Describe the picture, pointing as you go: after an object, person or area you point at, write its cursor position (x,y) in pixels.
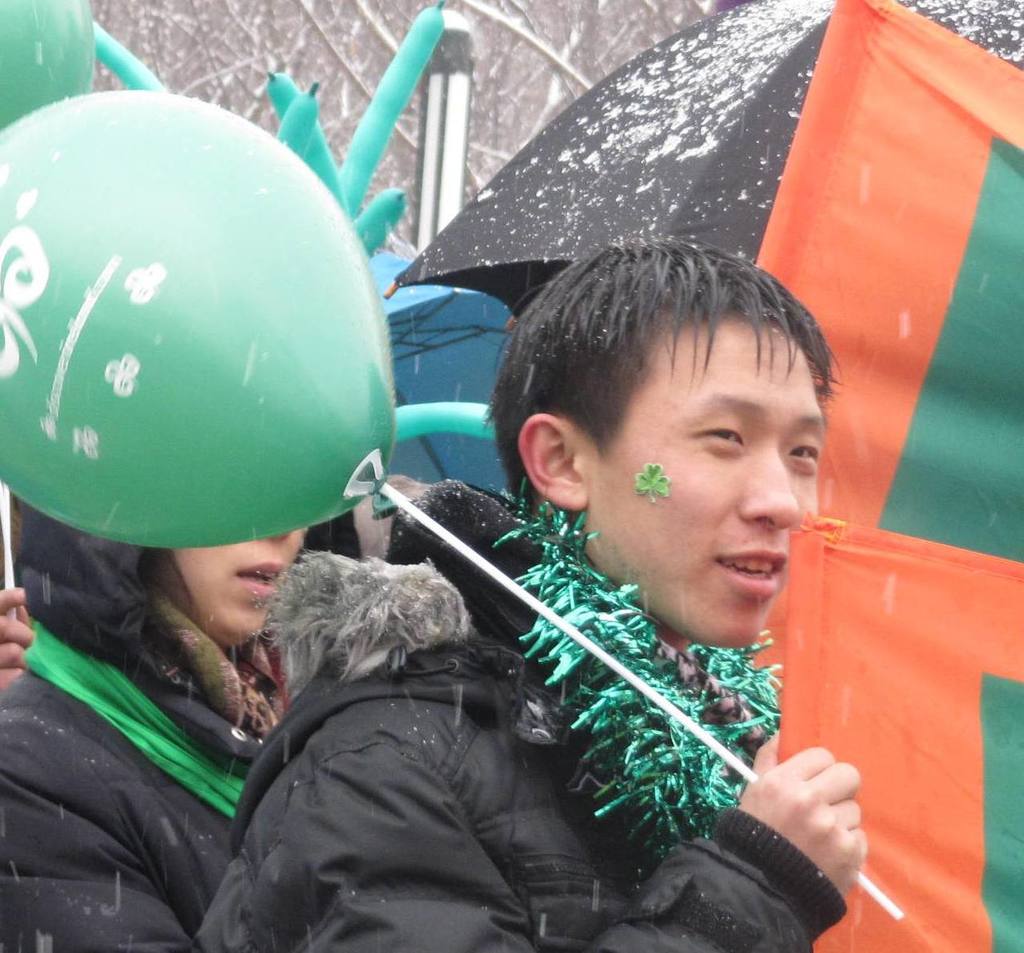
This is the man (583,789) standing and smiling. He is holding a balloon (208,481), which is green in color. This looks like an umbrella (632,206). I think these are the flags (882,166). In the background (343,111), I can see the branches (258,48) of the trees (334,62). Here is another person (144,676) standing. I think this is the snowfall (676,138).
